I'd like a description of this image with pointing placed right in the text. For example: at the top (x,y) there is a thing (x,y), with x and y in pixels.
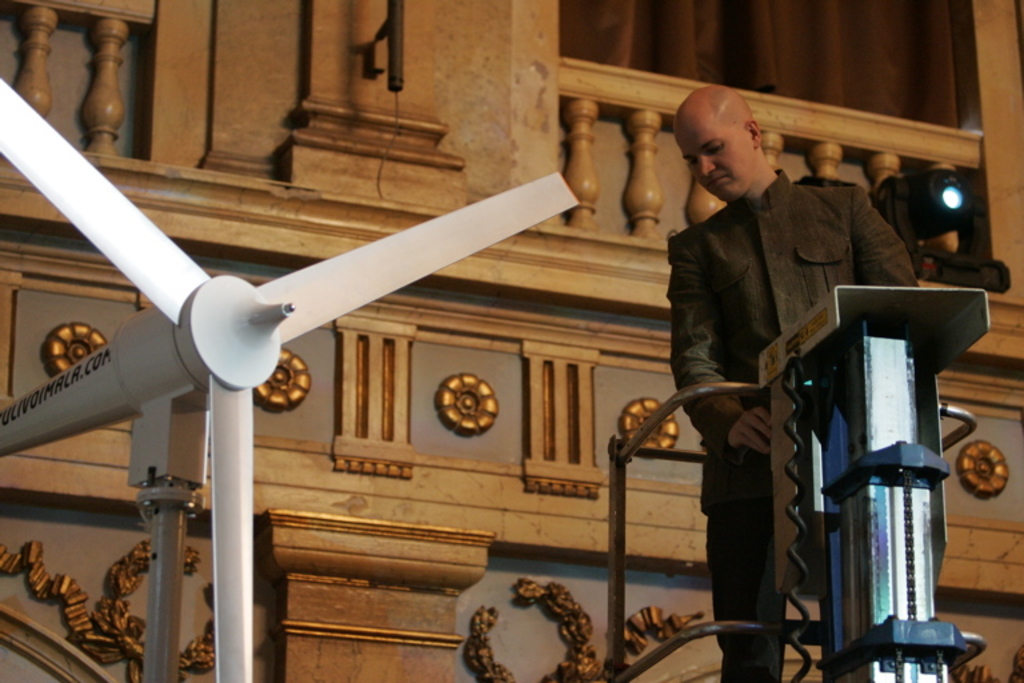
In this image I can see a person (764,656) standing on the machine (673,644) beside him there is a fan (6,106) which looks like wind turbine (168,511).
